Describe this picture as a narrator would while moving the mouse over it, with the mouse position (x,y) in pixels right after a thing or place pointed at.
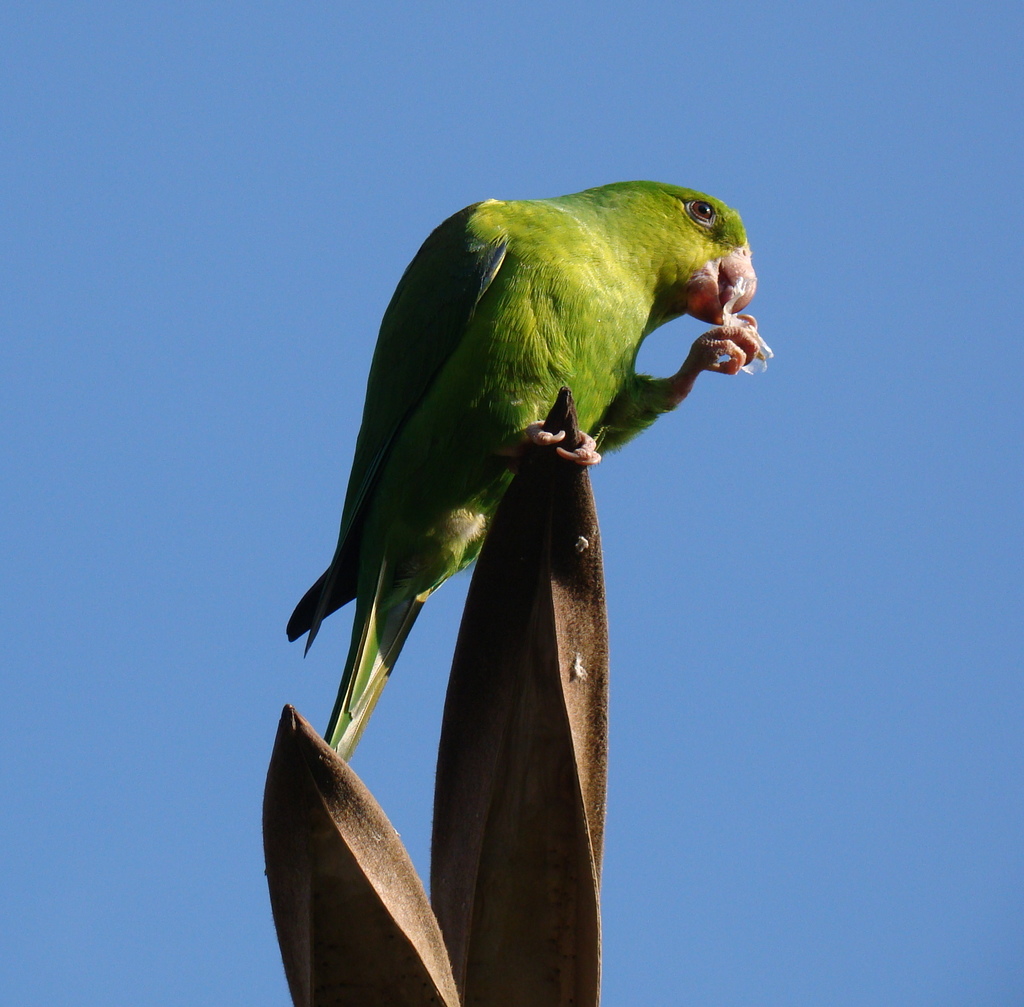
In this picture we can see a bird (490,348) on an object (503,647). Behind the bird (450,400) there is the sky (79,572).
